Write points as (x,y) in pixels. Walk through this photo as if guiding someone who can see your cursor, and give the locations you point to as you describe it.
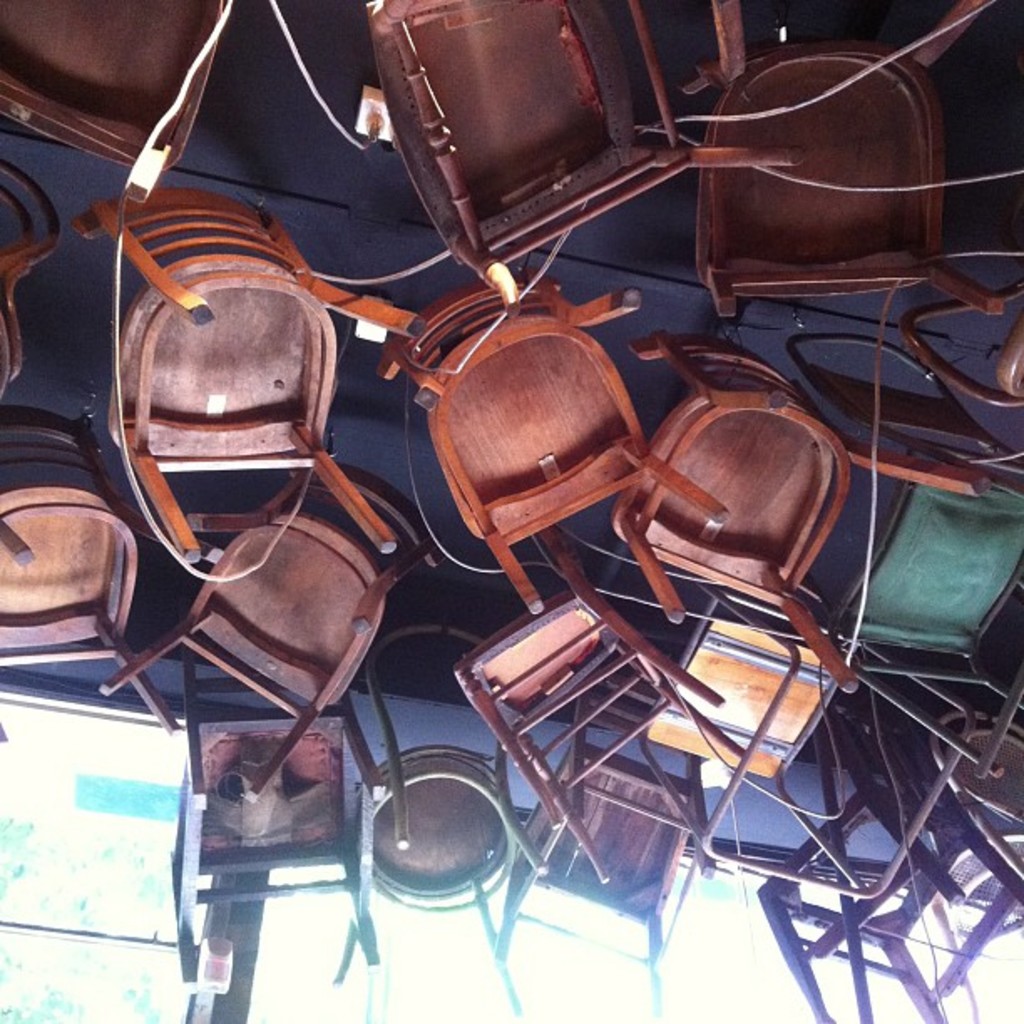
In this picture, we can see there are chairs (421,390) on the ceiling (436,598) and cables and in front of the chairs (338,788) there is a glass window (173,961).
